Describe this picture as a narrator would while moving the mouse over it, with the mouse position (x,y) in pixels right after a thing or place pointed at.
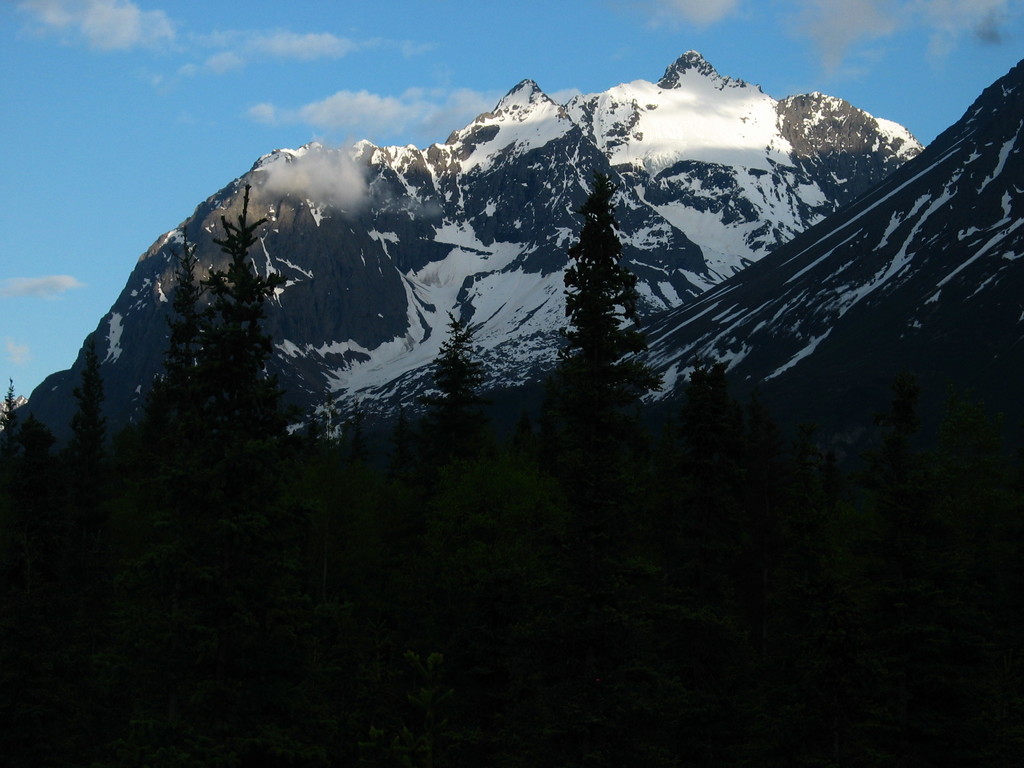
In this image I can see many trees (607,280) and the mountains (321,298) covered with some snow (475,268). In the background (389,92) I can see the clouds (563,88) and the sky (416,121).
